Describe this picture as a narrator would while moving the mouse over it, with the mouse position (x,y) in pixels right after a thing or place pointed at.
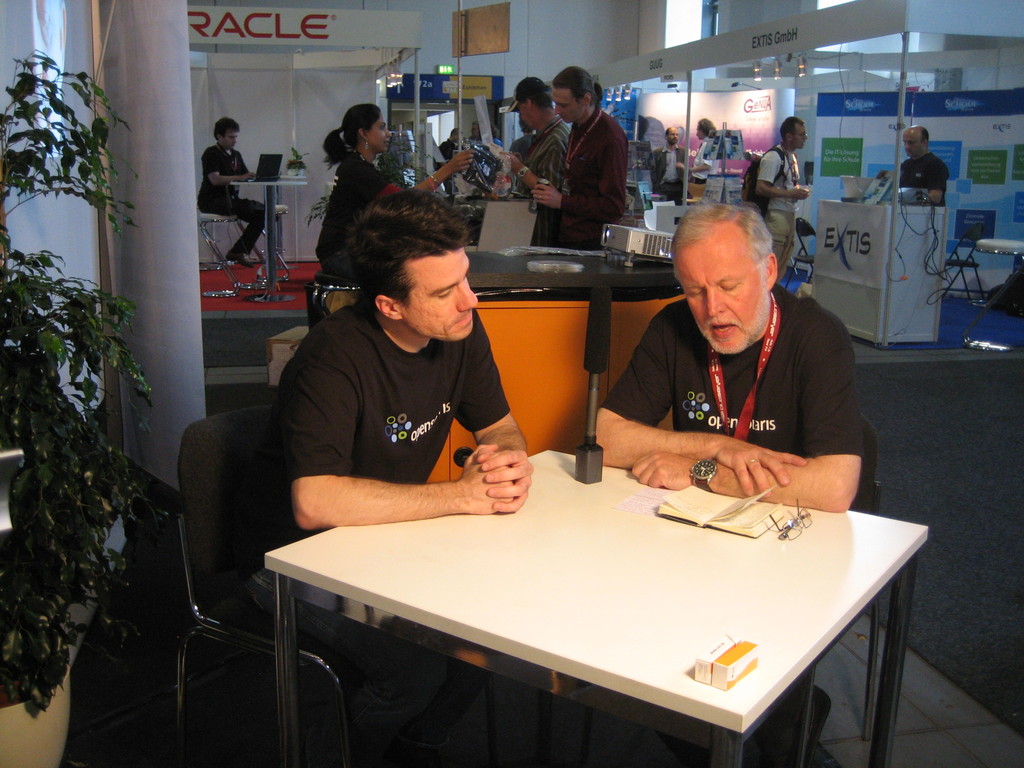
This picture shows that two men (388,428) were sitting in the chairs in front of a table (603,565) on which book (690,511) and a mic (588,399) is placed. In the background (563,190) there are some people (556,136) standing here in the stalls (823,180). We can observe some plants (48,262) in the left side (160,324) and a pillar (147,223) too.
